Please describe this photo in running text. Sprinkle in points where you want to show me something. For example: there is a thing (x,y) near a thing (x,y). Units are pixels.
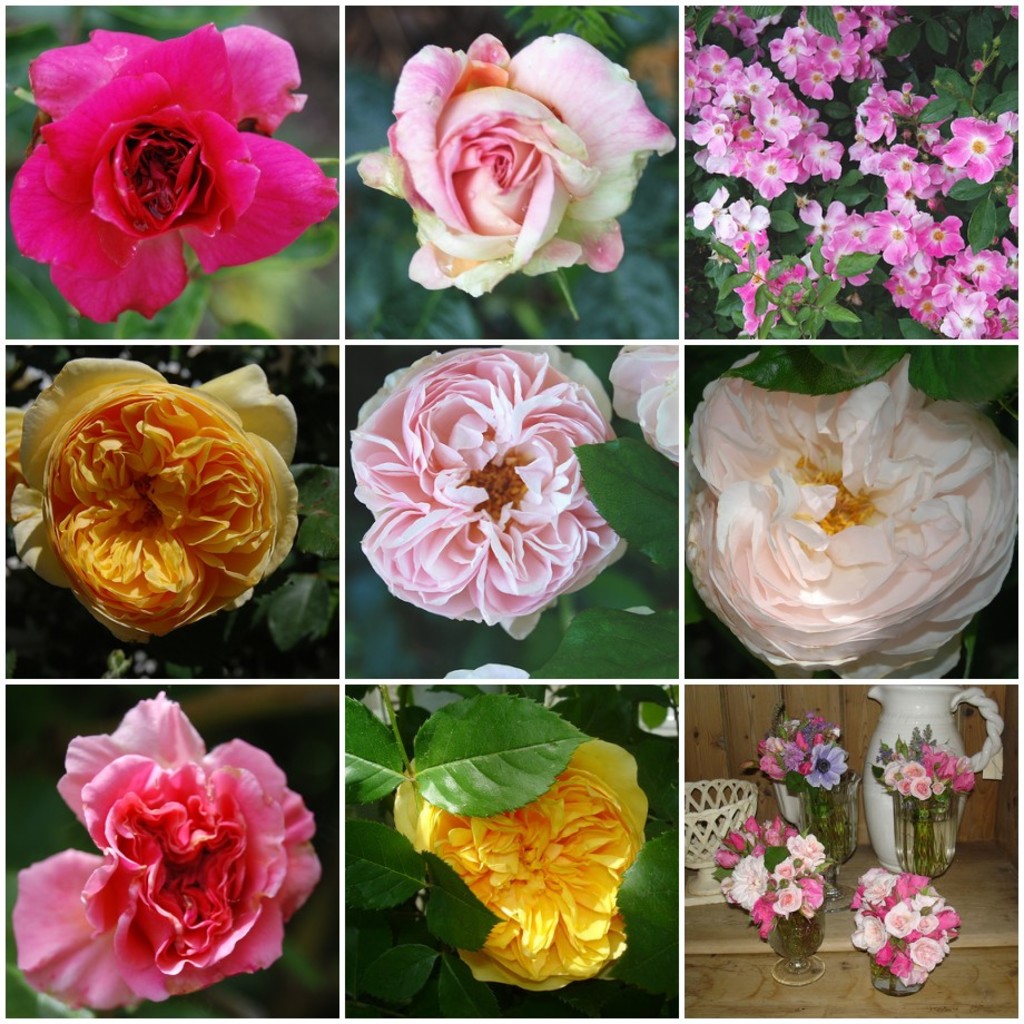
In this image, at the right side (904,843) bottom, we can see some flower pot (817,823) with flowers (881,962) and a jar (880,836). On the right side (703,551), we can see some flowers (817,663). In the middle of the image (540,563), we can see some flowers (526,552) with leaves (563,1007). On the left side (227,841), we can also see flowers (71,947) with green leaves (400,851).
